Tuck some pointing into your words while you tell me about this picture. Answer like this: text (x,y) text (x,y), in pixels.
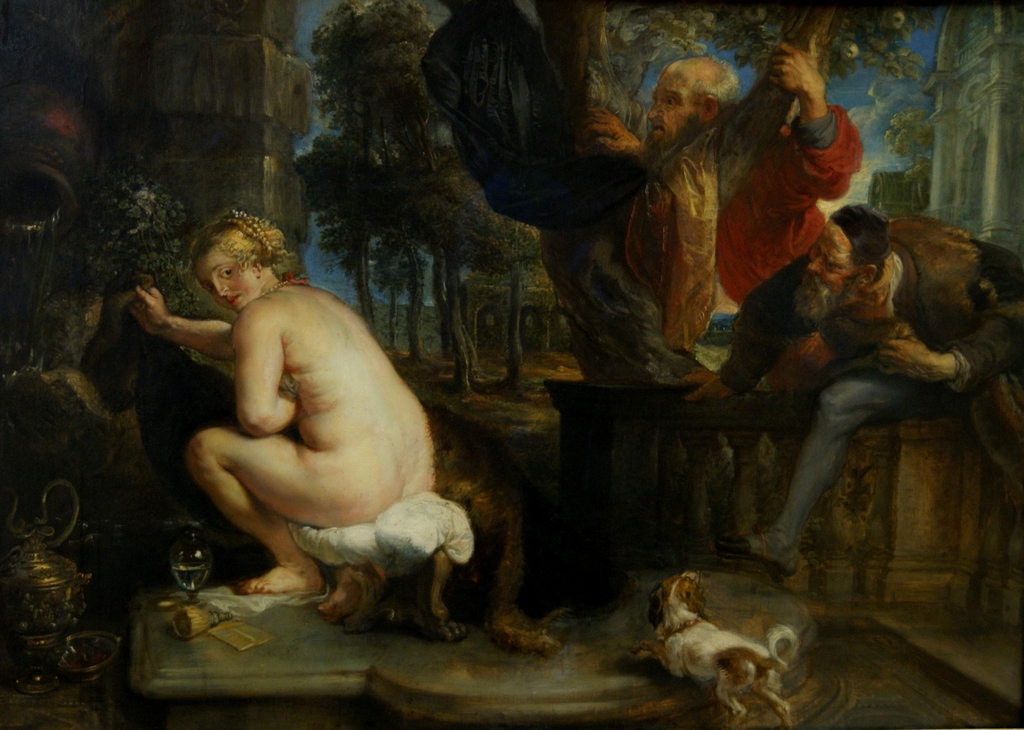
This is a painting and in this painting we can see trees (378,168), buildings (973,217), dog (703,639), glass (195,549) and some persons (347,337).
